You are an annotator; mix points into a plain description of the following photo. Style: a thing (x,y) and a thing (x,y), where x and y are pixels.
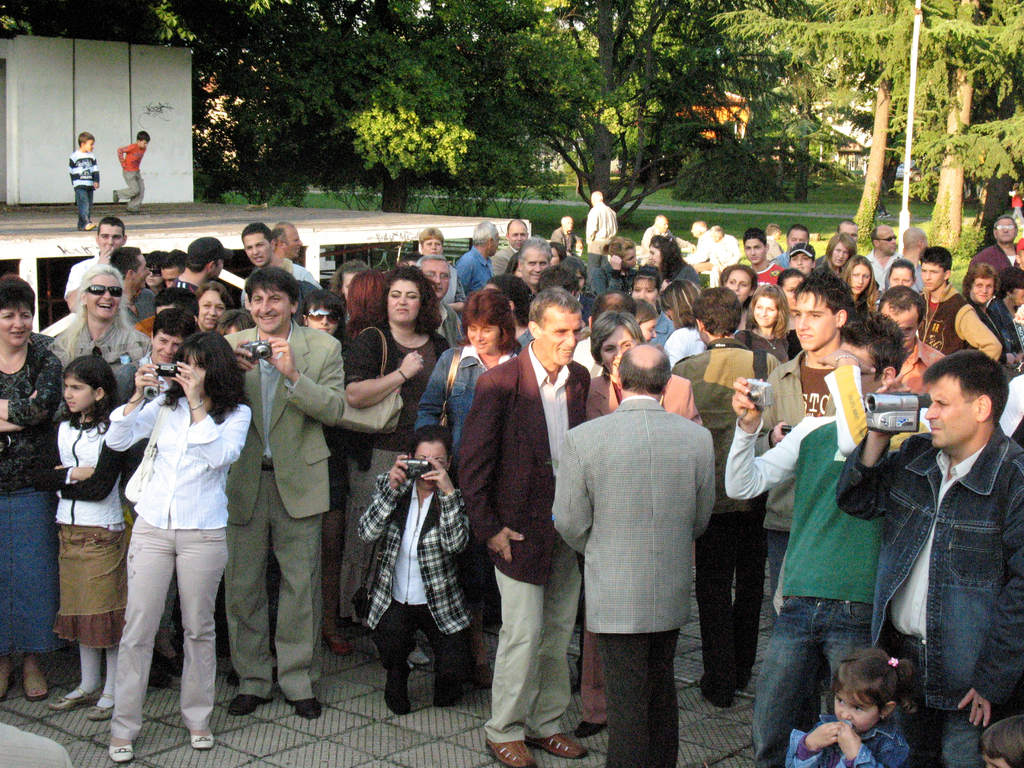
In the picture I can see group of people (587,391) standing and some are holding cameras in their hands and in the background (197,227) there are two kids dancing on stage (201,228), there are some trees (663,167), houses (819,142).
